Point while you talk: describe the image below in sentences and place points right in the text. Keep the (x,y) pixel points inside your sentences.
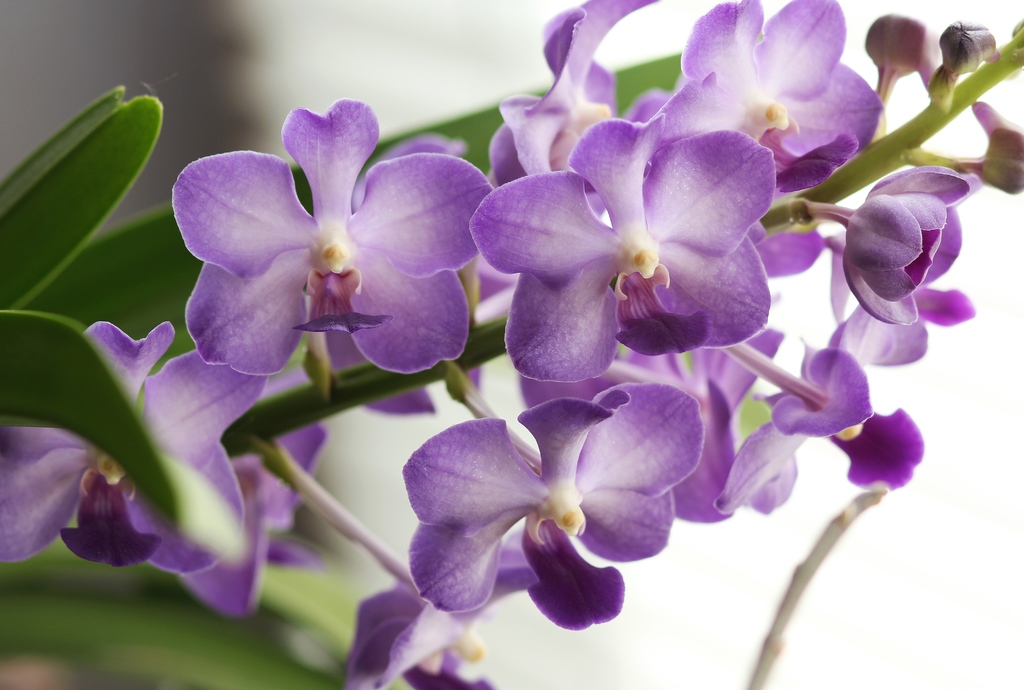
The picture consists of flowers (352,262), leaves (89,166) and stem (306,398). The background (1013,678) is blurred.
